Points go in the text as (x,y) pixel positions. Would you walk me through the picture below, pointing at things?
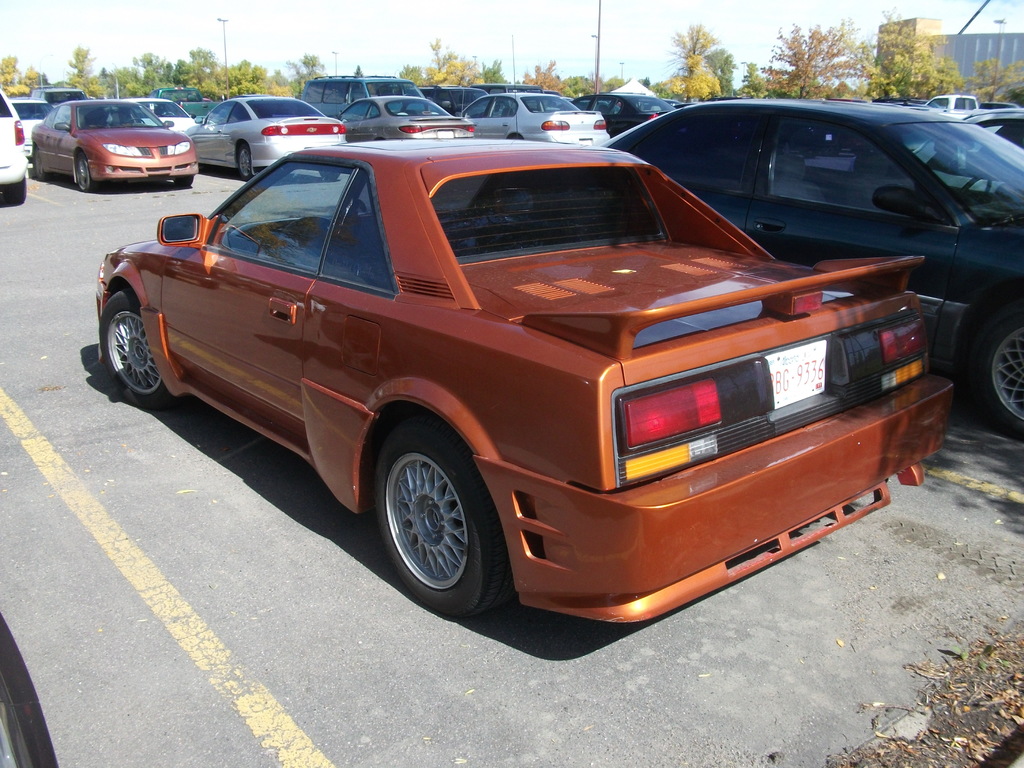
In the picture we can see some cars (213,320) are parked and some are orange in color and some are white in color and some are black in color and in the background (902,35) we can see a tree (910,82), poles (1005,23), buildings (969,55) and a sky (529,51).
